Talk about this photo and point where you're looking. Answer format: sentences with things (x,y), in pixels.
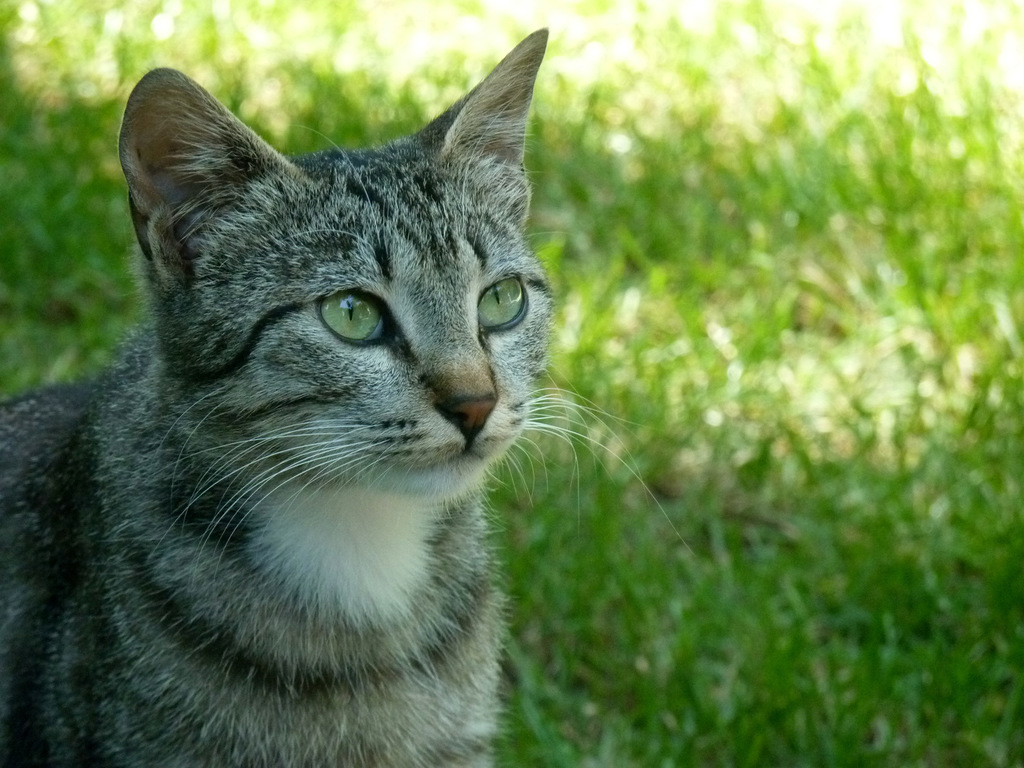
There is a cat (266,562) on the left side of this image (316,478), and there is a grassy land (646,151) in the background (557,232).
